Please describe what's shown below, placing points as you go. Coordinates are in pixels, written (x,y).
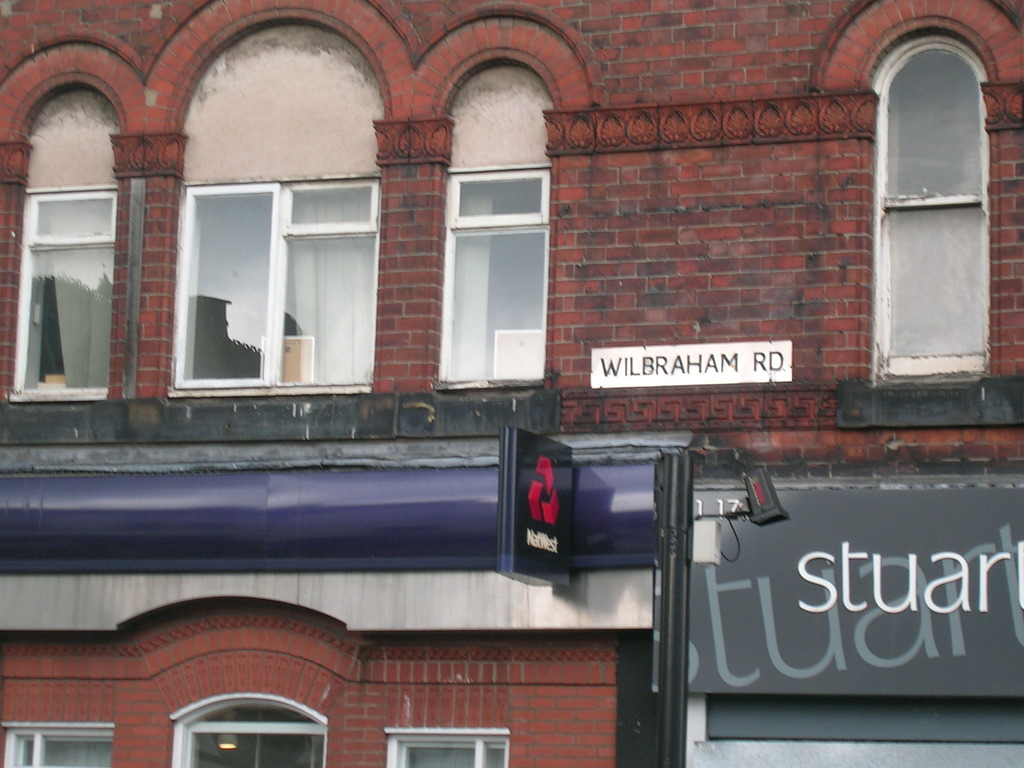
In this image I can see a building (662,257), few windows (536,283) and on the right side (780,636) I can see few boards (808,506) and a light (751,488). I can also see something is written on these boards (520,437).
